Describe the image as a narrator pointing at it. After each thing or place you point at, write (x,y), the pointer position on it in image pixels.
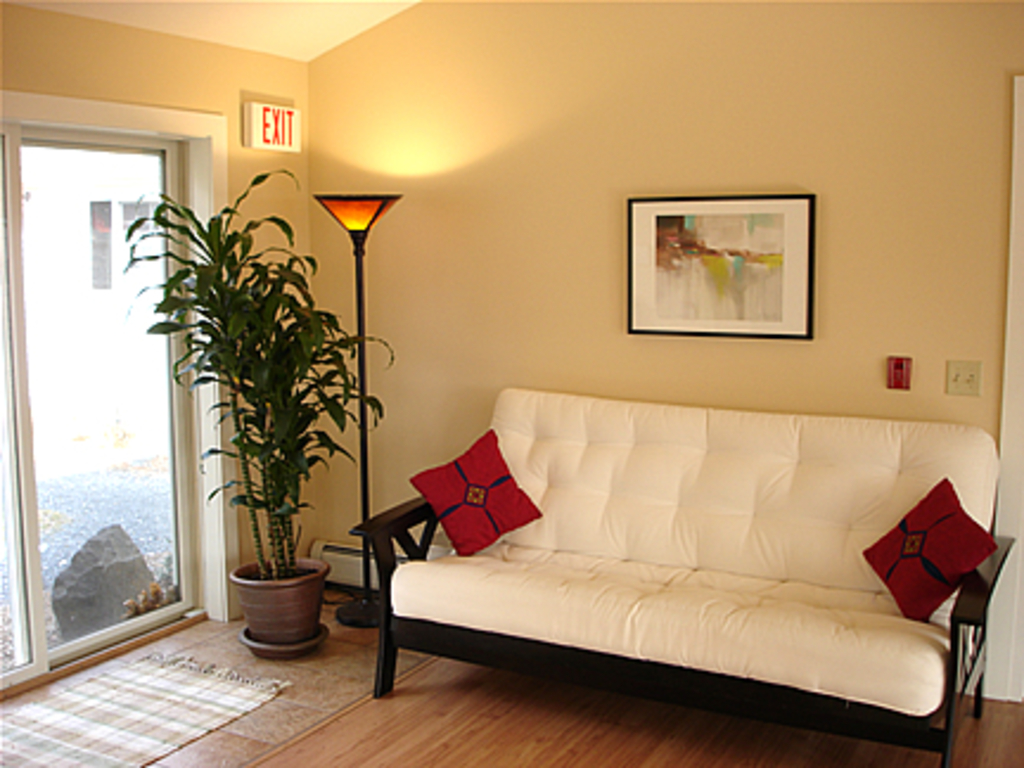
This is inside of the room (498,509) we can see sofa (535,616), light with stand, houseplant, mat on the floor (480,709). Behind this sofa (702,441) we can see wall (763,49), frame (756,234), on the sofa (585,511) we can see pillows (480,528). This is glass door (116,434), from this glass door (98,475) we can see road (134,490), stone (88,603).
